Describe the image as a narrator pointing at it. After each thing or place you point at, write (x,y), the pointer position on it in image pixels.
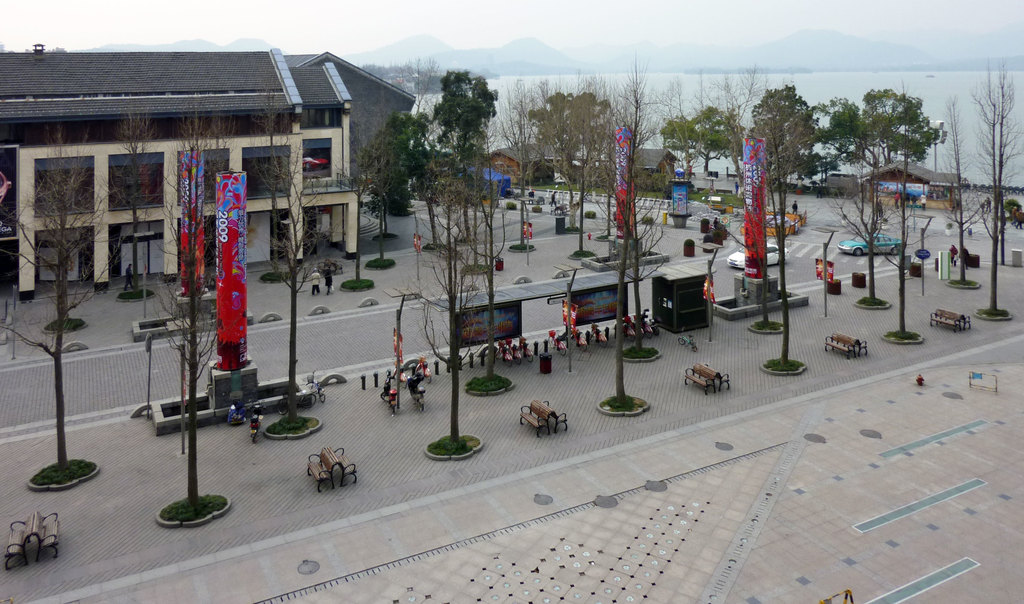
In this image I can see a lane (295,452) with trees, benches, cars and some objects (769,286). Also there are people (897,196), a building (323,128), and in the background (816,45) there is a sky (668,19), water (899,79) and mountains (511,63).
